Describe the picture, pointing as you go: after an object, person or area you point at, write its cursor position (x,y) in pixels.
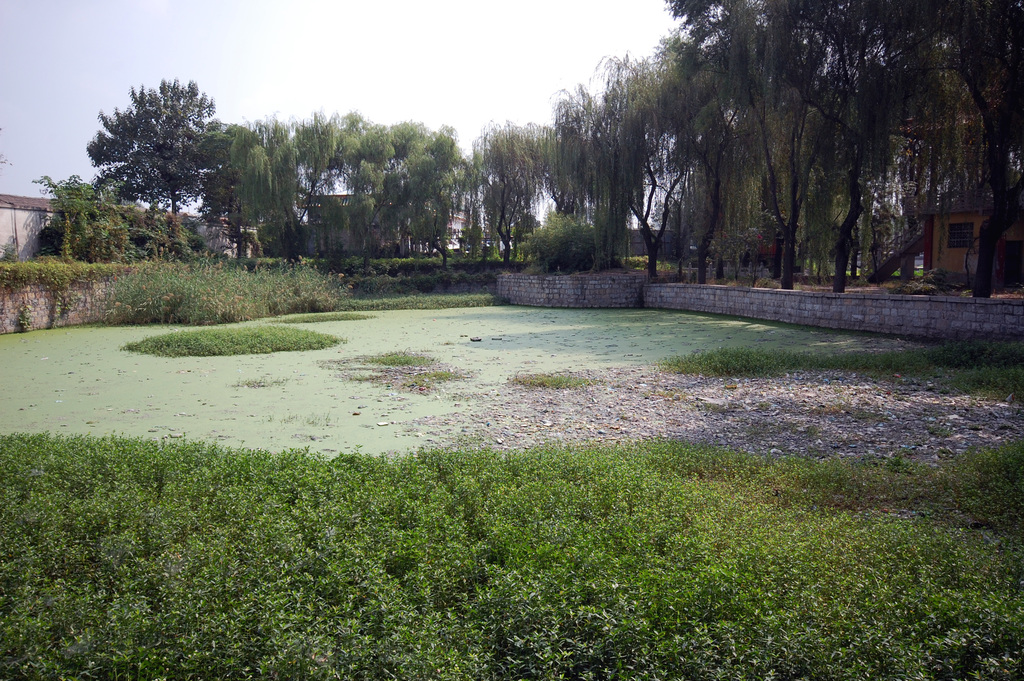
In this picture in the front (435,552) there is grass (485,588). In the center (393,348) there is water (272,372). In the background (371,190) there are trees (484,197) and there is house (956,262) on the right side (960,249). On the left side (10,229) there is a wall (18,235).
